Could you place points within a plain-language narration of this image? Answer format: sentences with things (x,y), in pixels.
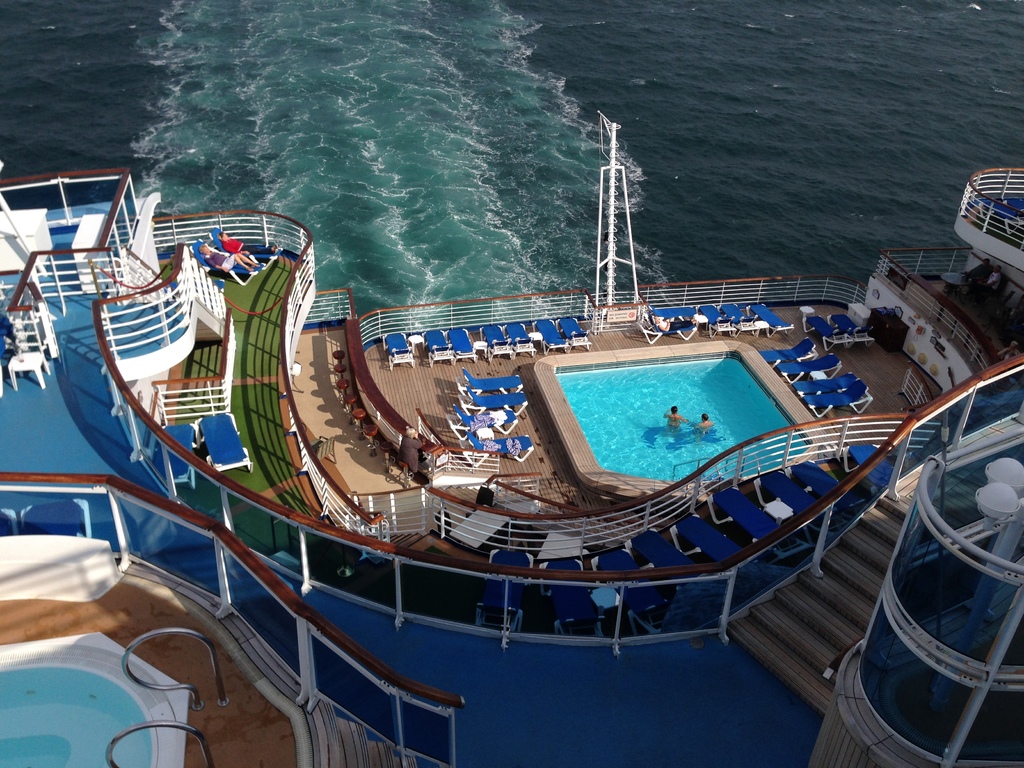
This picture shows a ship (19,196) and we see water (312,138) and couple of swimming pools (613,448) and stairs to climb and we see chairs (469,355) to sit and few people (701,417) swimming in the pool (623,412) and few are seated.
